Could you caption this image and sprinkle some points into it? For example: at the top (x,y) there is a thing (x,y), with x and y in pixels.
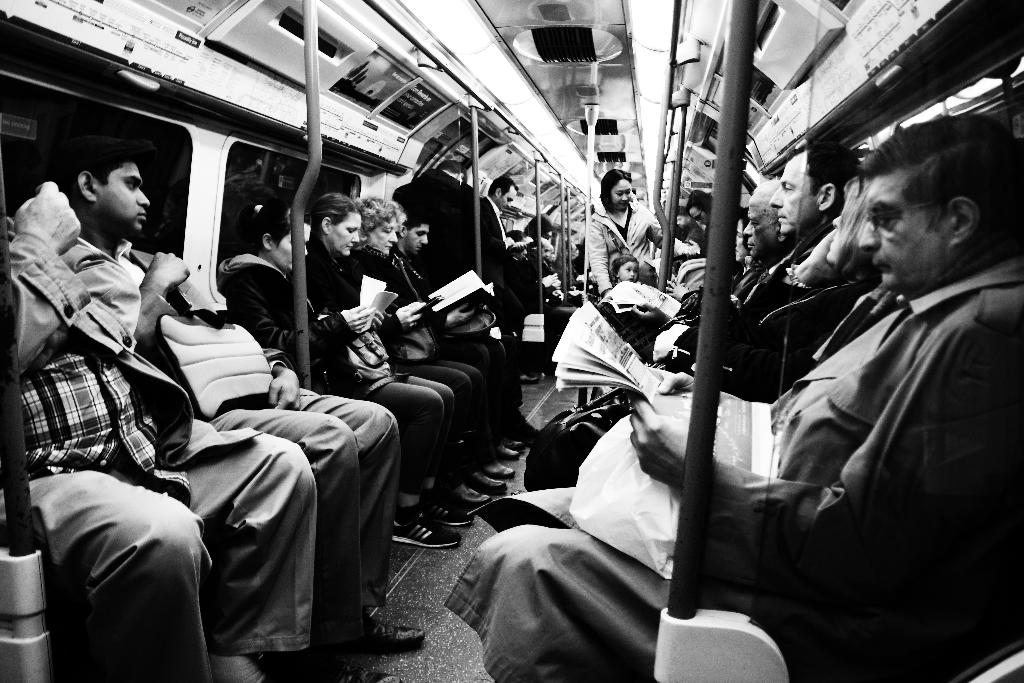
In this image we can see many people (447,349) sitting on an object (559,316) and holding some objects (744,457) in their hands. There are many poles (712,347) in the image. There are few people (613,245) standing in the image.
